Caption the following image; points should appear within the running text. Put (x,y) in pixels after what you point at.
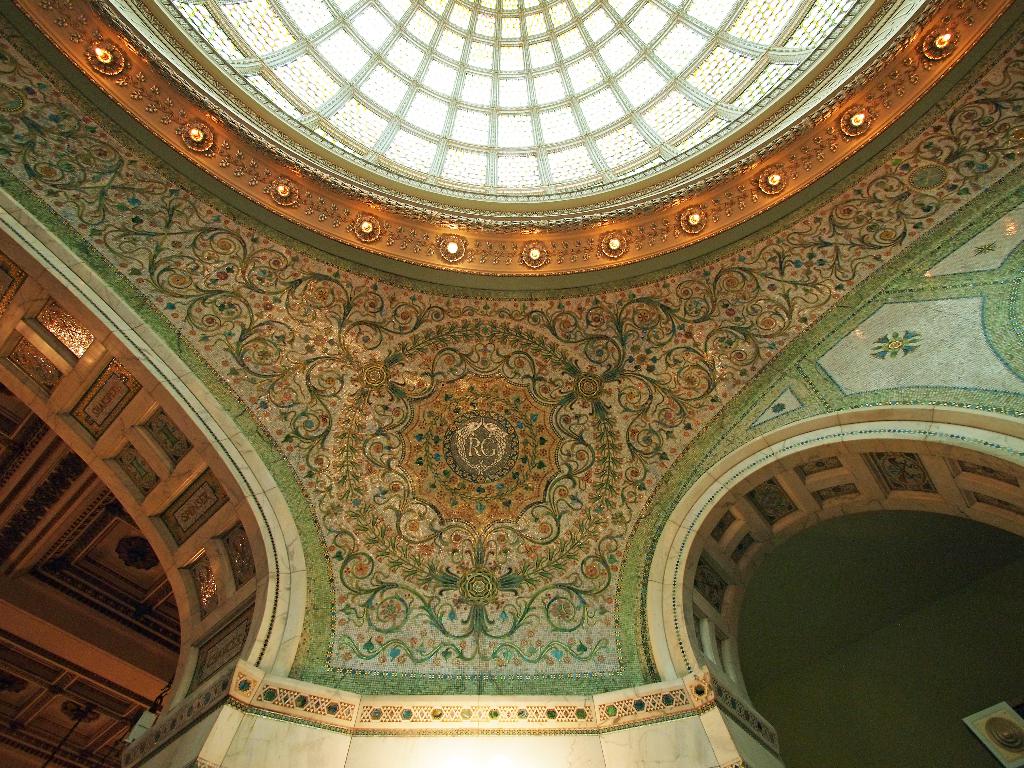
In this image we can see walls (402,522) with design (270,385) and lights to the ceiling (540,218).
